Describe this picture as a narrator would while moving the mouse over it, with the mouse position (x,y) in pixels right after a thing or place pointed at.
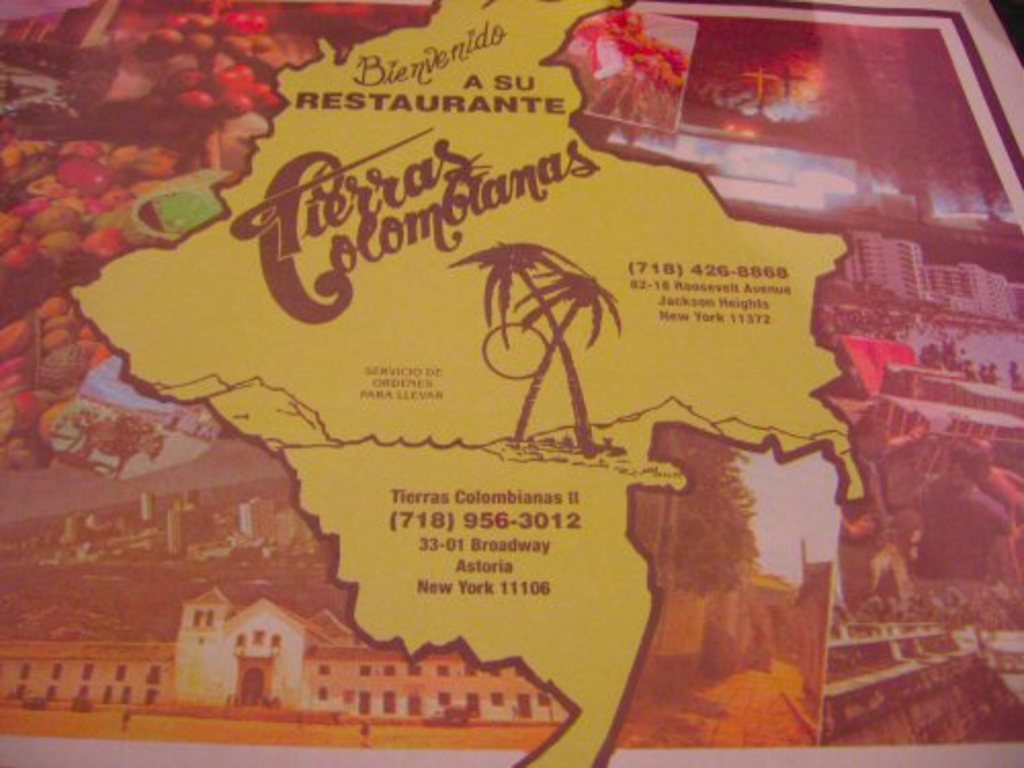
In this image I can see a photo frame (652,270) on which I can see some text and few images (310,591) of buildings (924,275) and fruits (136,159).
